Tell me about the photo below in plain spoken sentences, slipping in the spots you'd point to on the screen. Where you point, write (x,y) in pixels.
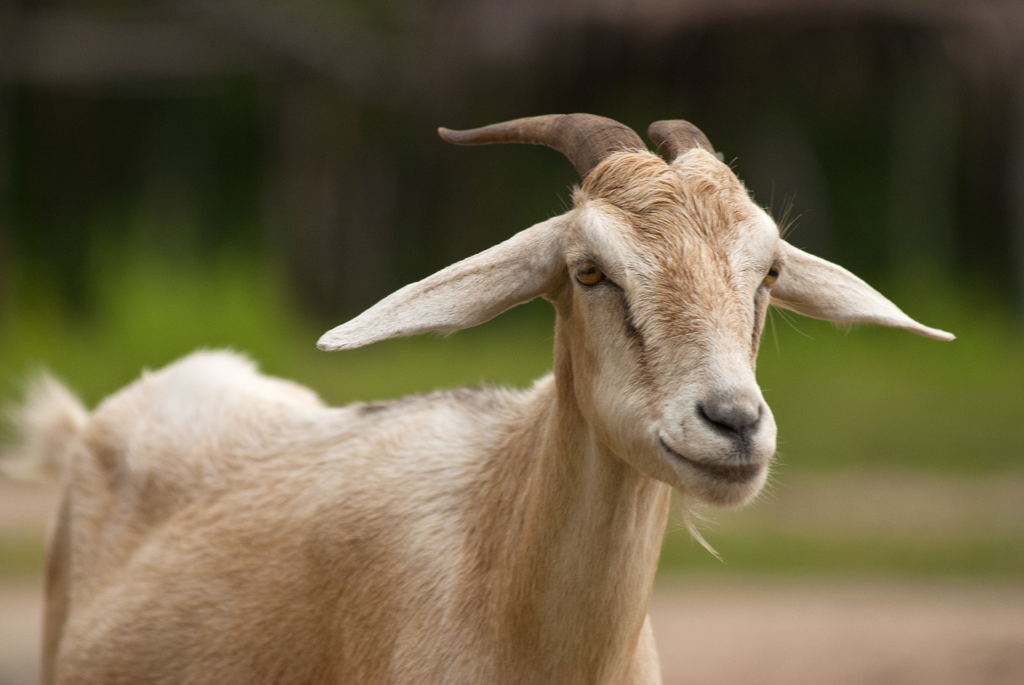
In this image I can see a cream and white colour goat (392,406) in the front (838,297). In the background (539,188) I can see green colour and I can see this image is blurry in the background (897,289).
